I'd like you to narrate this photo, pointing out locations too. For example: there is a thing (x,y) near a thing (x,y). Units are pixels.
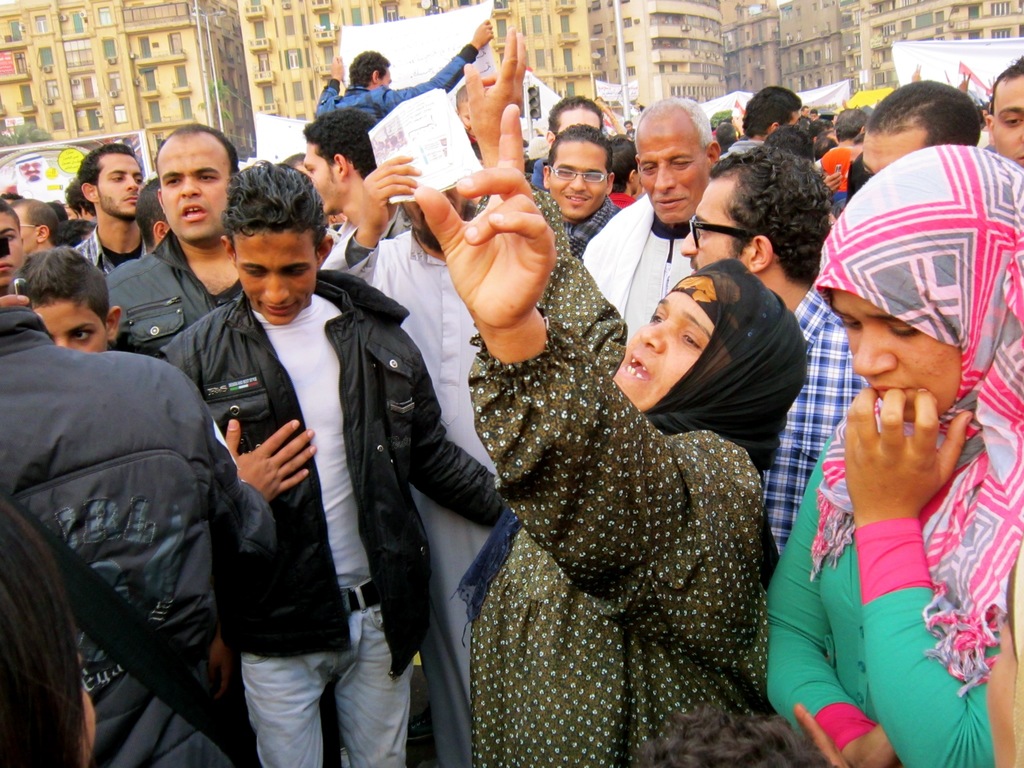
In this image I can see group of people (554,372) are standing among them some are holding white color objects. In the background (533,17) I can see buildings (321,25).
